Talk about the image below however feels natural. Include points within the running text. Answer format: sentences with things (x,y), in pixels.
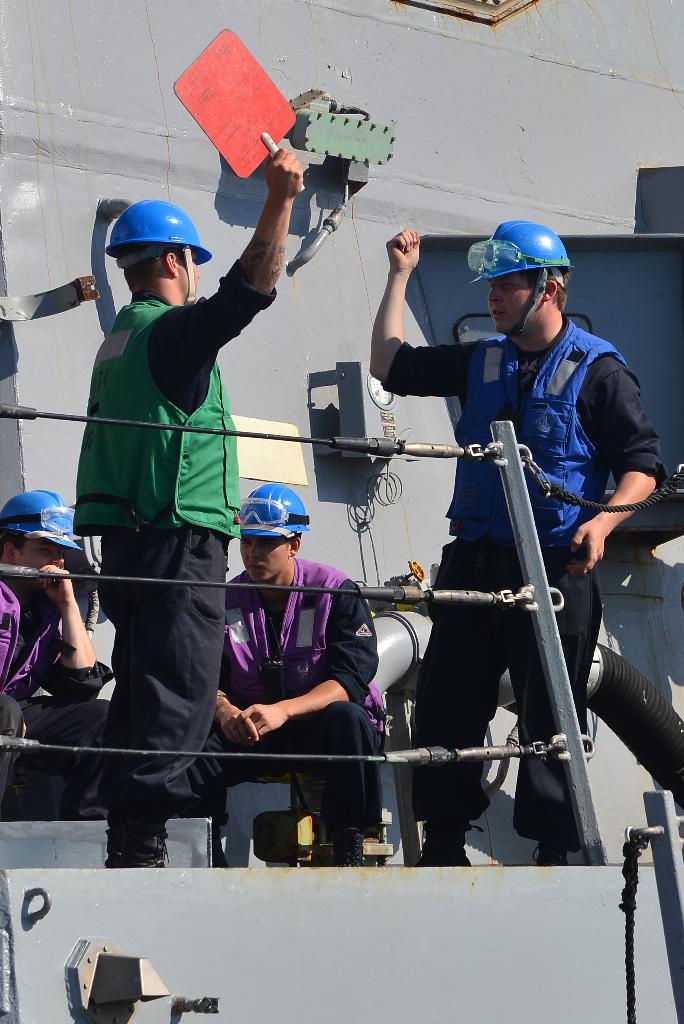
In front of the image there is a pole (544,605) with ropes (43,573). Behind them there are few men (180,342) with helmets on their heads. There is a person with a board (236,138) in the hand (270,163). Behind them there is a wall (460,185) with some items (376,383).
